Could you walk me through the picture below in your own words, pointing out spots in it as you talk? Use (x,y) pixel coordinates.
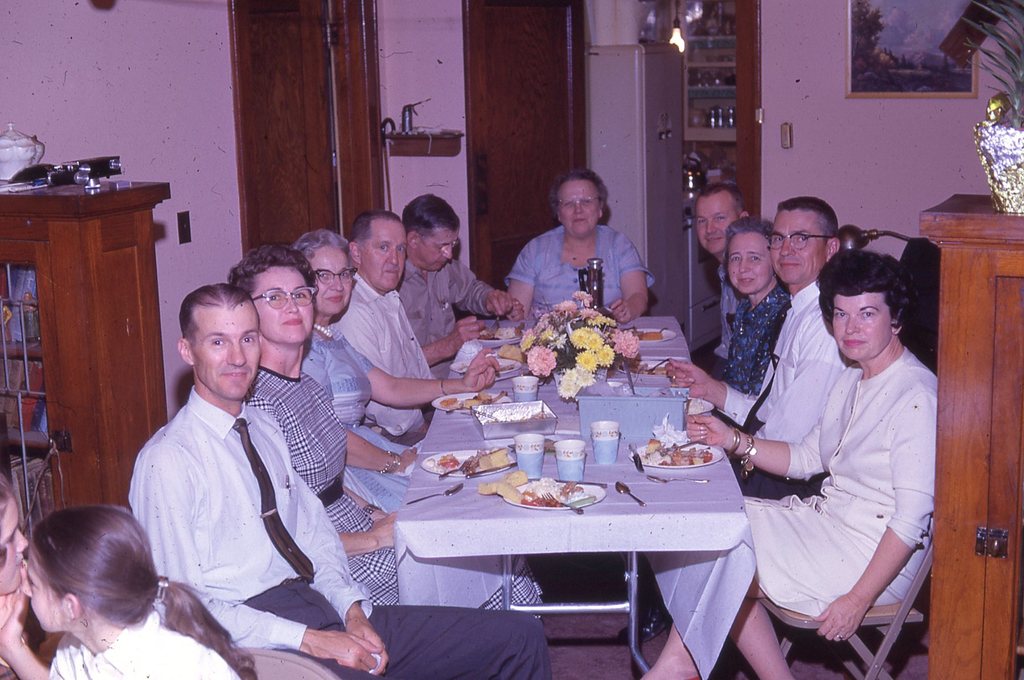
This is a picture taken in a room (916,173), there are a group of people (783,361) sitting on chairs (858,648) in front of these people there is a table (668,529) covered with a white cloth (597,531) on the table (611,513) there are spoon (622,490), cups (601,438), plate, some food items (555,494) and flower pot (564,343). Behind the people (323,425) there is a wooden door (324,179) a wall (852,158) with frame (875,72) and a shelf (711,59) and in shelf (705,99) there are some items (707,123).
